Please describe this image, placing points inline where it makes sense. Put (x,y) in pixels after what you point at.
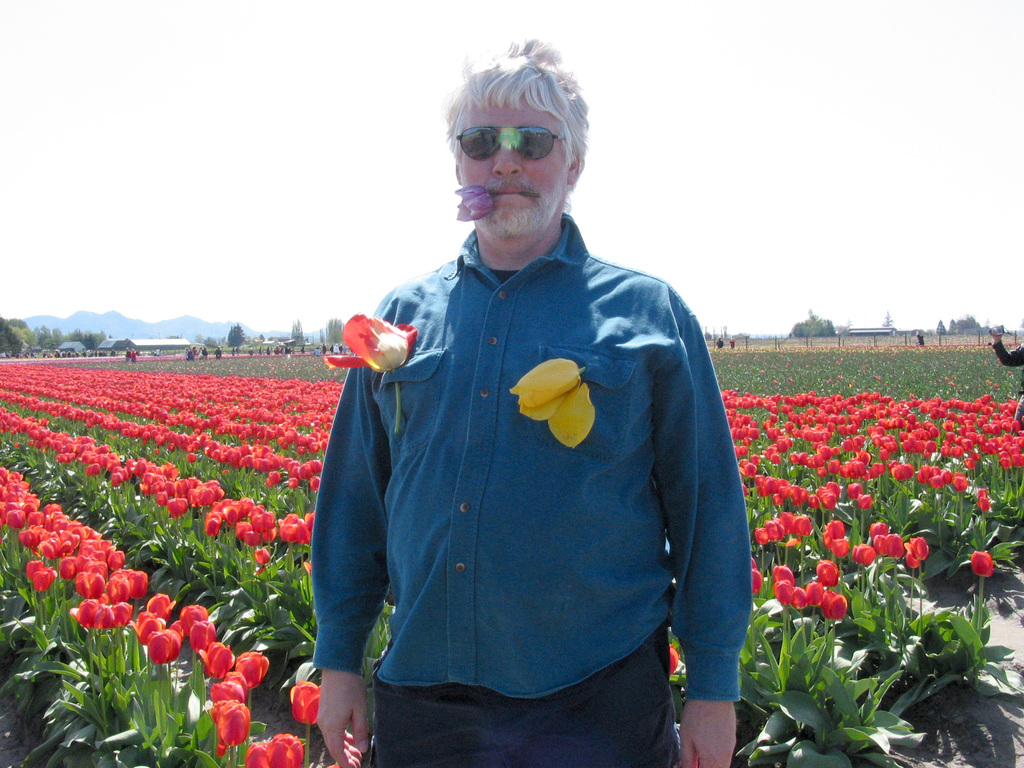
In this image, we can see a few people (429,310). Among them, there is a person (522,566) wearing spectacles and standing with some flowers (396,360) on him. We can also see some plants (202,456) with flowers (241,455). In the background (37,347), we can see some houses (164,348), trees (232,338) and hills (28,318). We can also see the sky (159,167).
